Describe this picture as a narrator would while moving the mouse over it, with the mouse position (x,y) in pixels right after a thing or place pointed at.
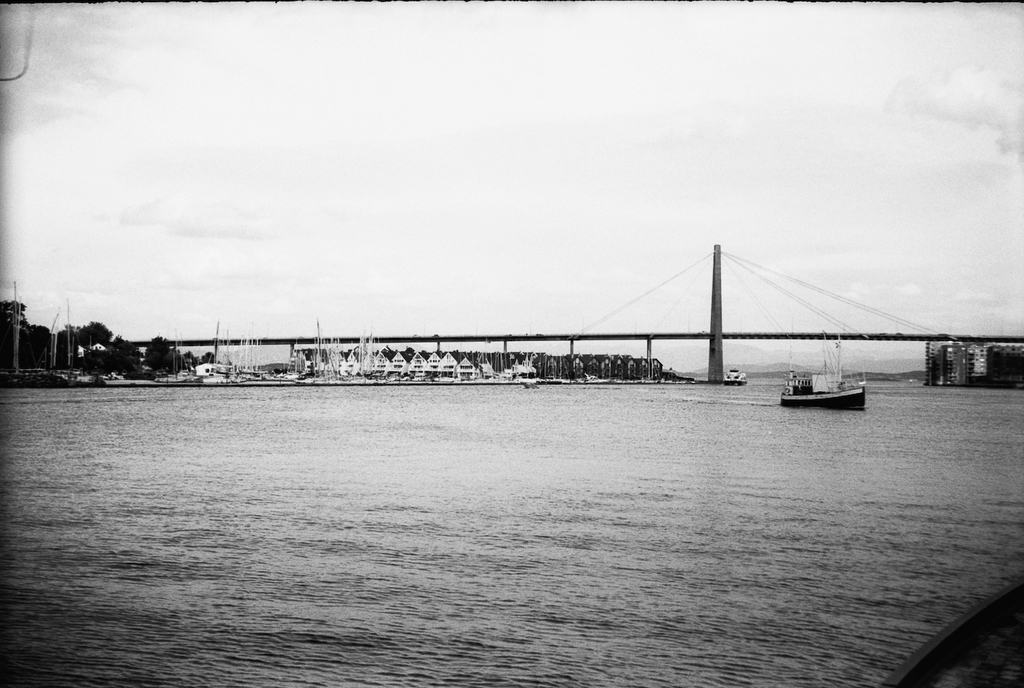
This is a black and white image and here we can see a bridge (686,338), pillar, poles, trees (85,336) and buildings (657,372) and we can see a boat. At the bottom (464,583), there is water (529,549) and at the top (429,119), there is sky (390,100).
